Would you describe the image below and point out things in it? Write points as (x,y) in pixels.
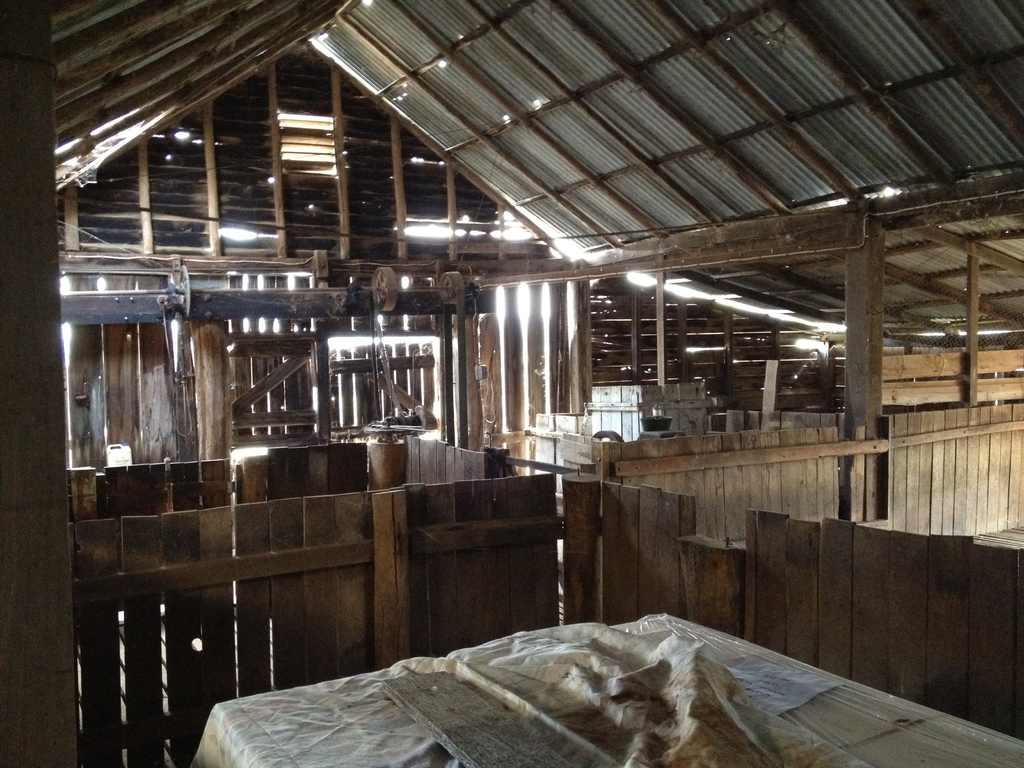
In this picture we can see wooden pillars (856,379), doors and objects (404,437). At the bottom portion of the picture (410,678) we can see wooden object (455,723) placed on a white cloth (323,756).
